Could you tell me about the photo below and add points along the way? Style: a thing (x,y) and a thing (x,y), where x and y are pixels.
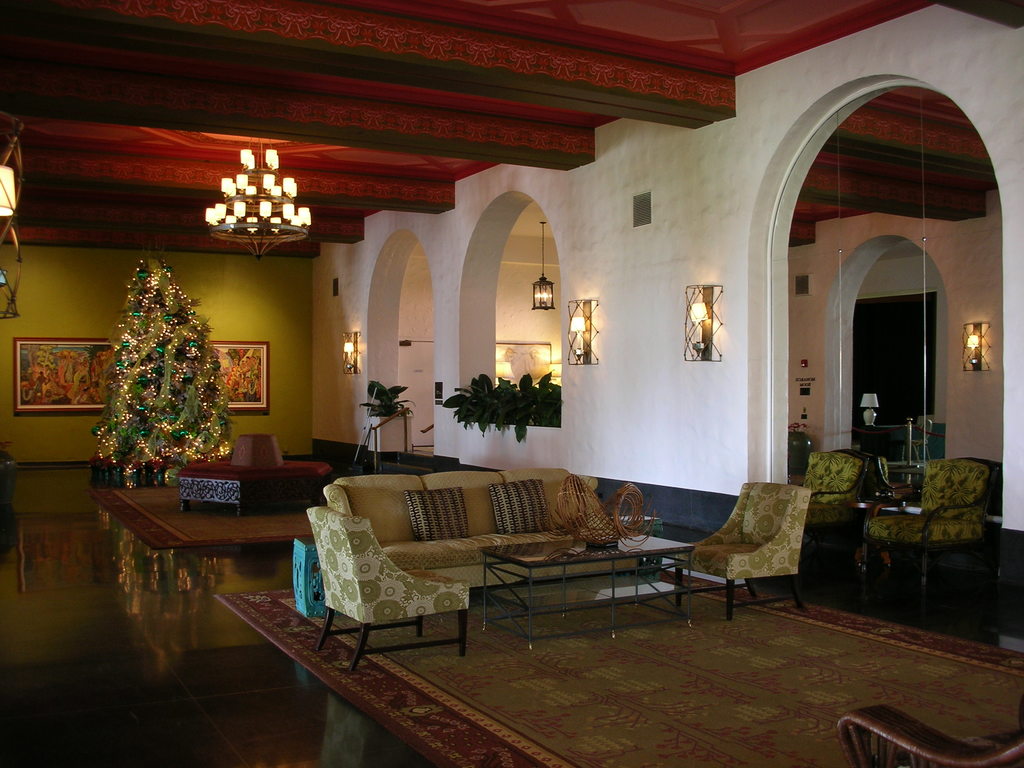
here is a room (96,525) where we have some plants (466,399), sofas (523,542) and a christmas tree (182,330) in the corner and the lamp (219,223) on the roof (298,195) and the floor mats (256,620).
